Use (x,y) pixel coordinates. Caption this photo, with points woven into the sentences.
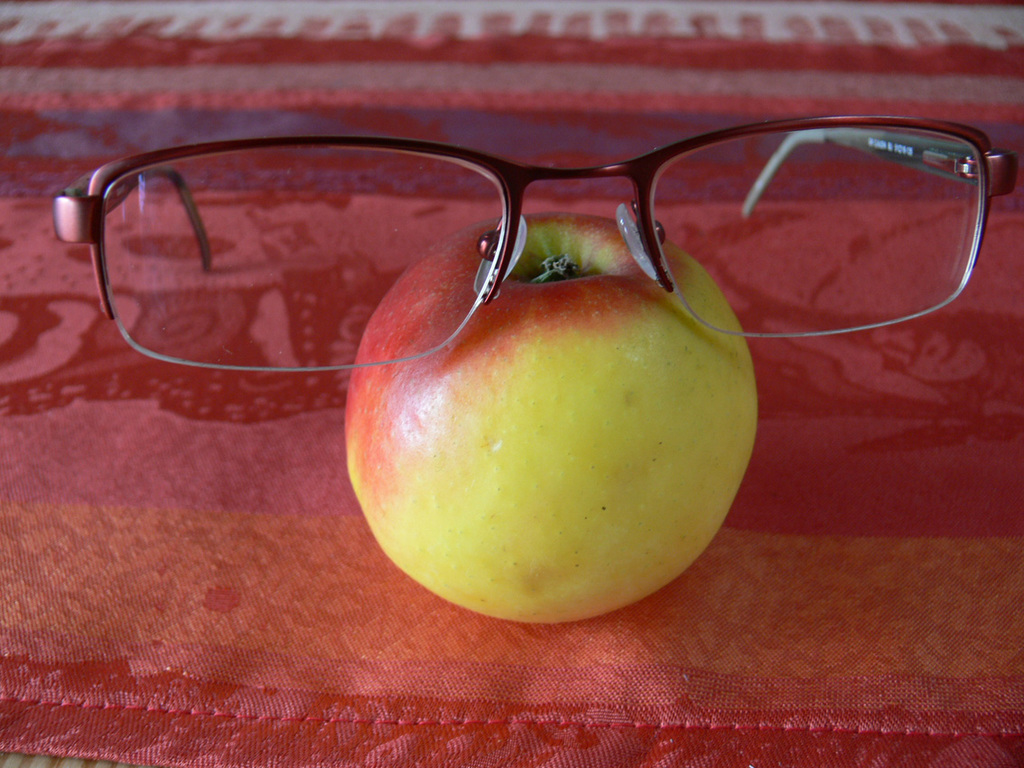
In the image there is a fruit (502,419) and on the fruit (500,373) there are spectacles (694,209).
